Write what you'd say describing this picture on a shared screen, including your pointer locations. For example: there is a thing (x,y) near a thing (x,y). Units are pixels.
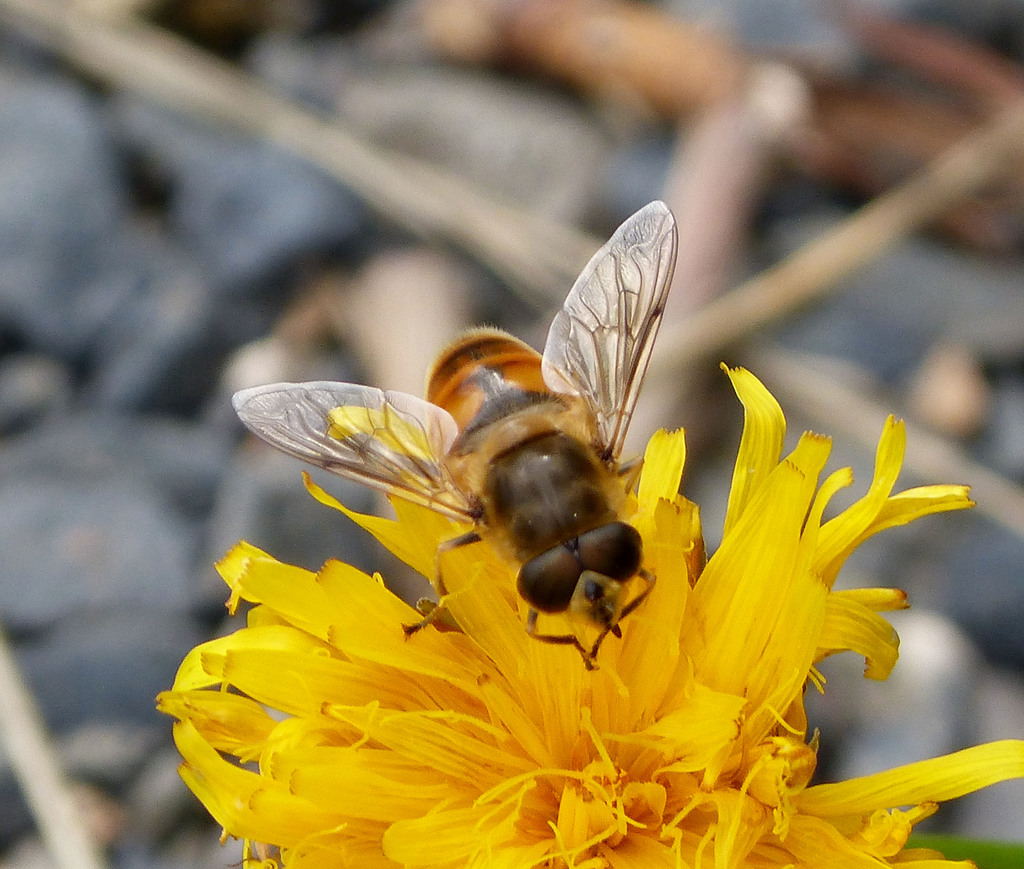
In the image there is an insect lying on a flower (614,712) and the background of the insect (513,521) is blur.
